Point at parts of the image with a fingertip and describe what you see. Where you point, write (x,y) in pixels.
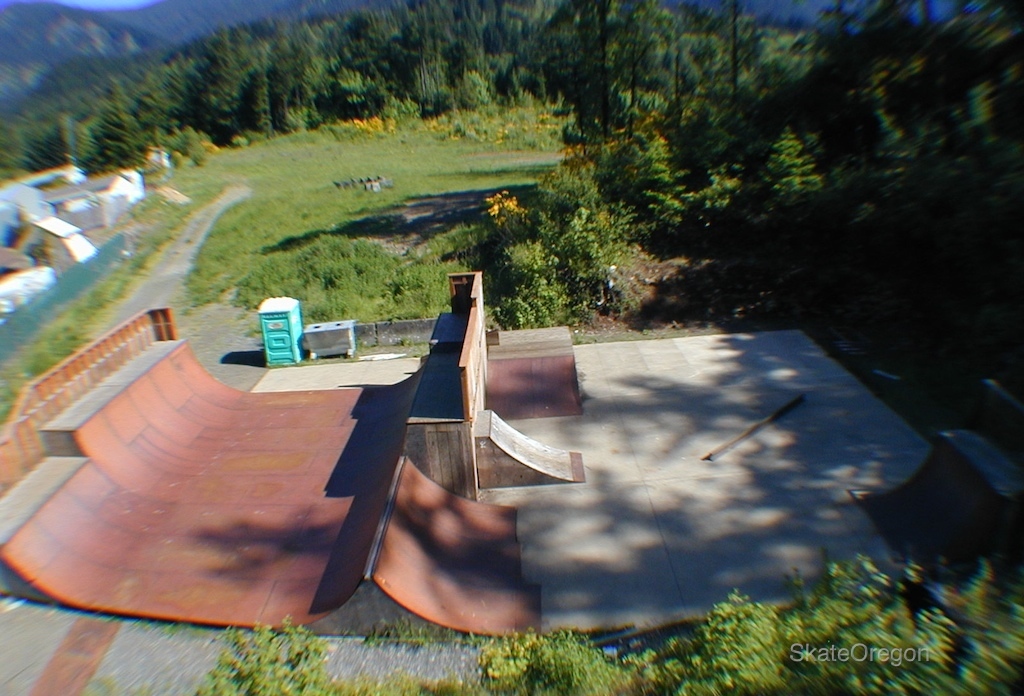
In this picture we can see skate track (324,435) and boxes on the left side (151,328), we can see trees (371,81), grass (255,219), plants (274,266) and flowers (357,125) in the background (337,96), there is some text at the right bottom (842,650).
